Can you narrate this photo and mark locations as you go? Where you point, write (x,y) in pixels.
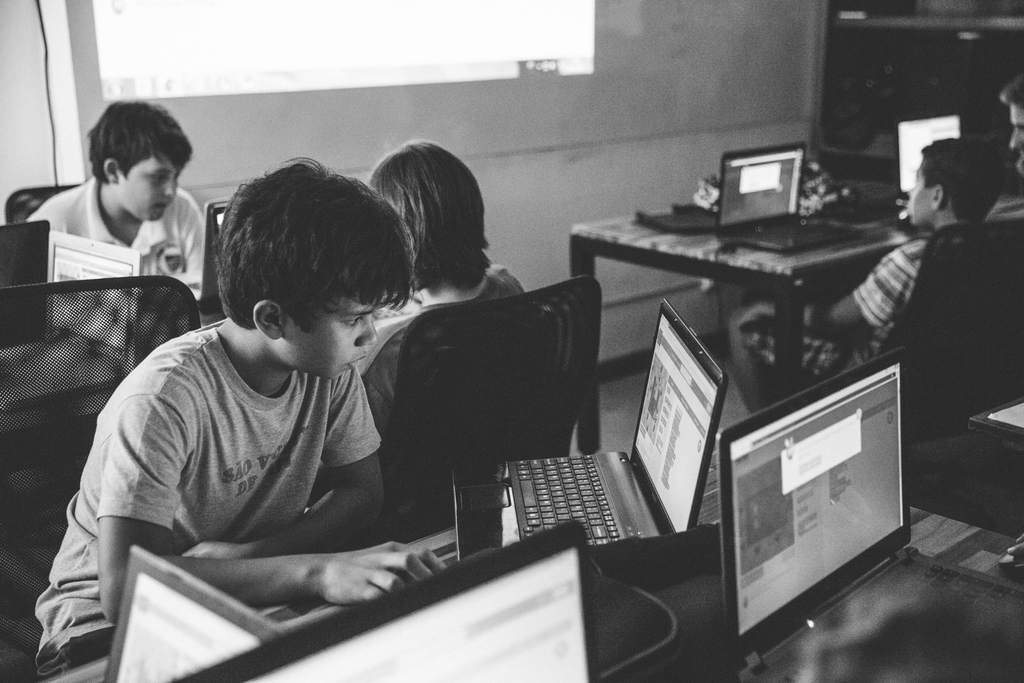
In this picture there is a table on that table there are some laptops (676,500) which are in black color and there are some kids (386,413) sitting on the chairs (401,365) which are in black color, In the background (715,75) there is a white color wall (602,102) and projection (359,48) in white color.
